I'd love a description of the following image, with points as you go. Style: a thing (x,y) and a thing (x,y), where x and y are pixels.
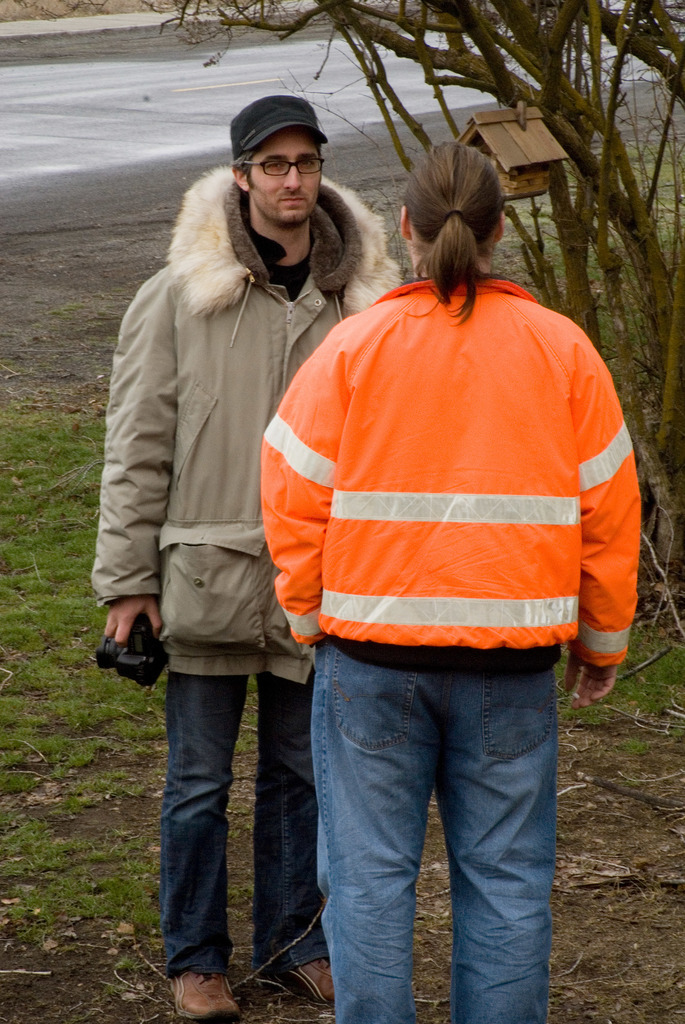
In this picture there is a person (486,464) with orange jacket (445,367) is standing and there is a man (240,491) standing and holding the object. At the back (453,3) there is a tree (580,96) and there is a miniature of house (517,104) on the tree (500,69). At the top (49,128) there is a road (175,112) and there is grass (90,846) and there is ground (644,886).
